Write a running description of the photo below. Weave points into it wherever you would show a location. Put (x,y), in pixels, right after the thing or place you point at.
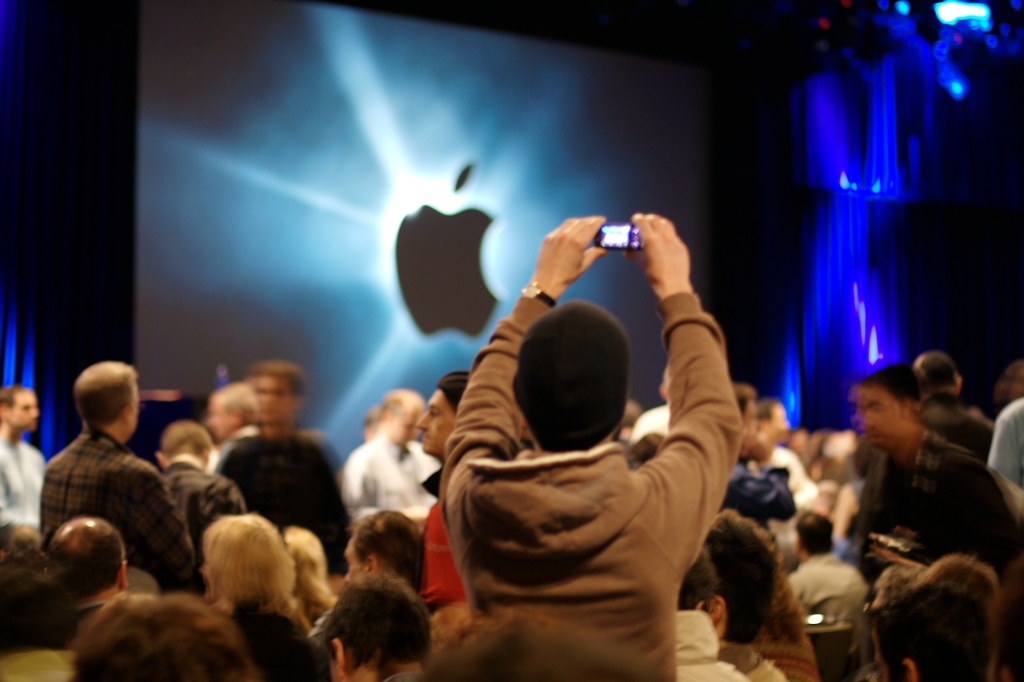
In this picture there is a person (629,489) wearing hoodie (595,470) is standing and holding a mobile phone (631,246) in his hands (681,287) and there are few people (390,492) around him and there is a projected image (470,220) which has an apple logo (459,238) displayed on it is in the background (446,247).
